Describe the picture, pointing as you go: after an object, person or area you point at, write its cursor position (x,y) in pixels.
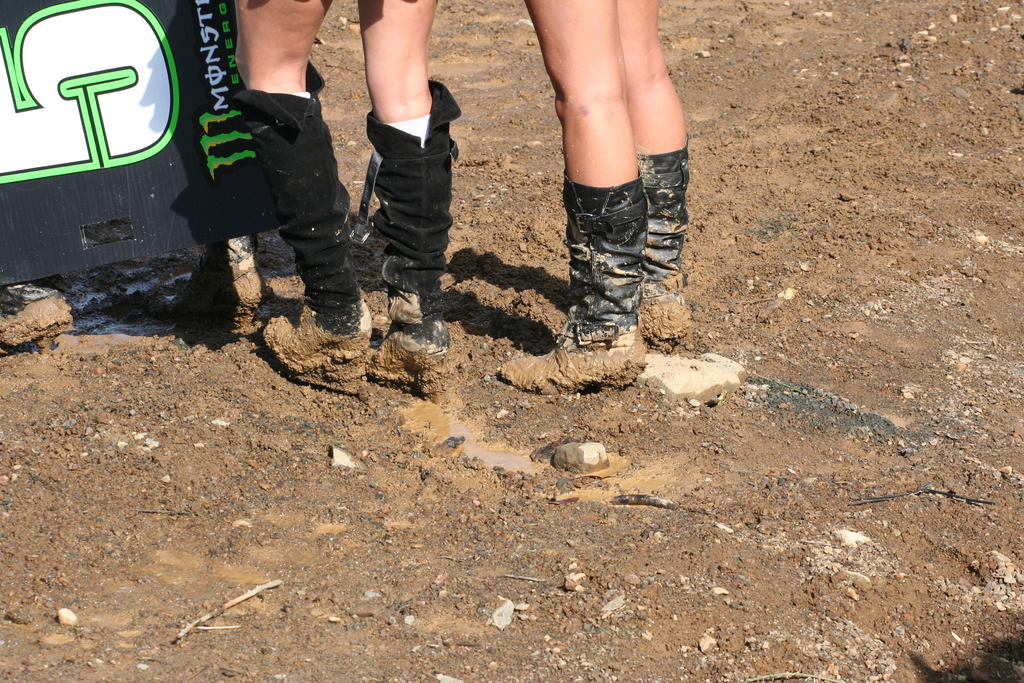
In this image we can see the people legs (274,91). We can also see a text board (190,155), water (477,444), stones (570,444) and also the soil (825,351).
